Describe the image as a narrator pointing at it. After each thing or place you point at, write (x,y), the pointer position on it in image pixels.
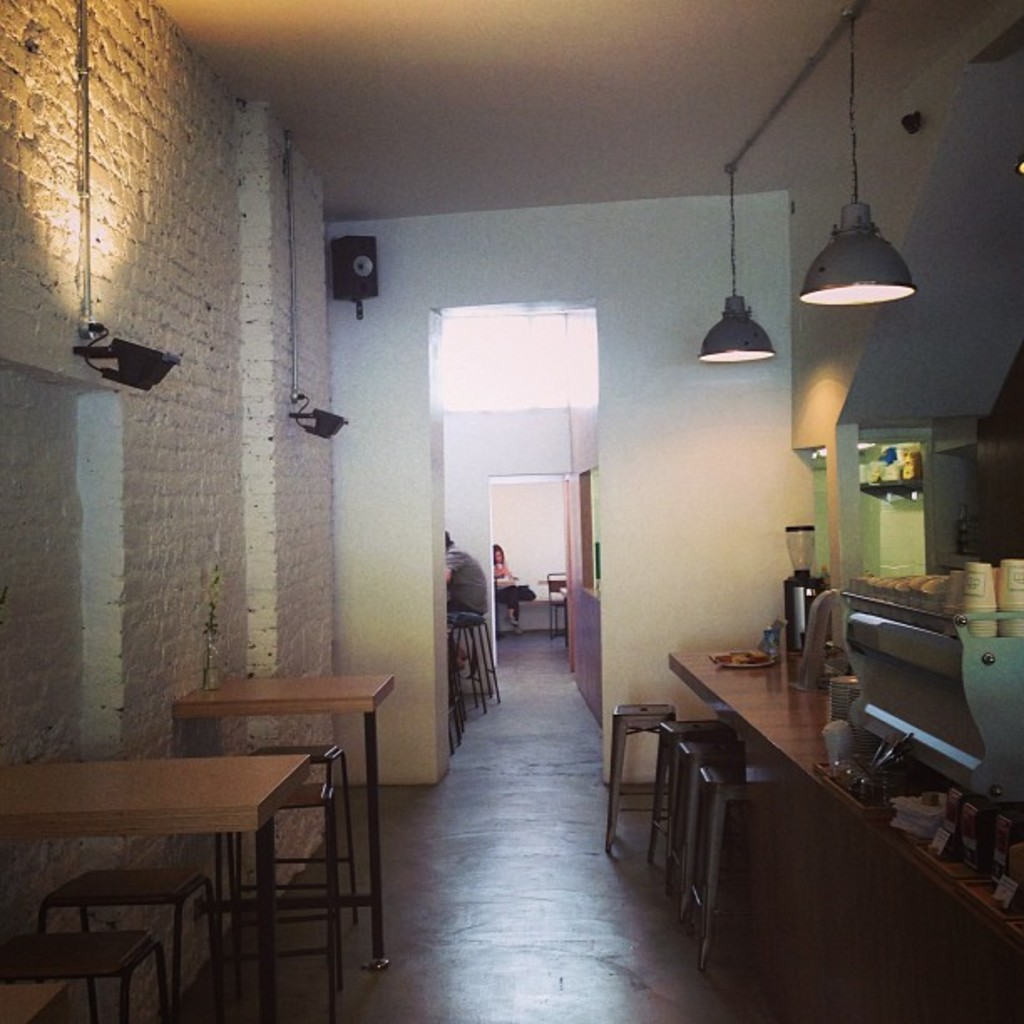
In this picture we can see tables (377,903), stools (234,893) on the floor (432,909), here we can see a wooden platform (787,1004), lights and some objects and in the background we can see a wall (1018,510), speaker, roof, people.
